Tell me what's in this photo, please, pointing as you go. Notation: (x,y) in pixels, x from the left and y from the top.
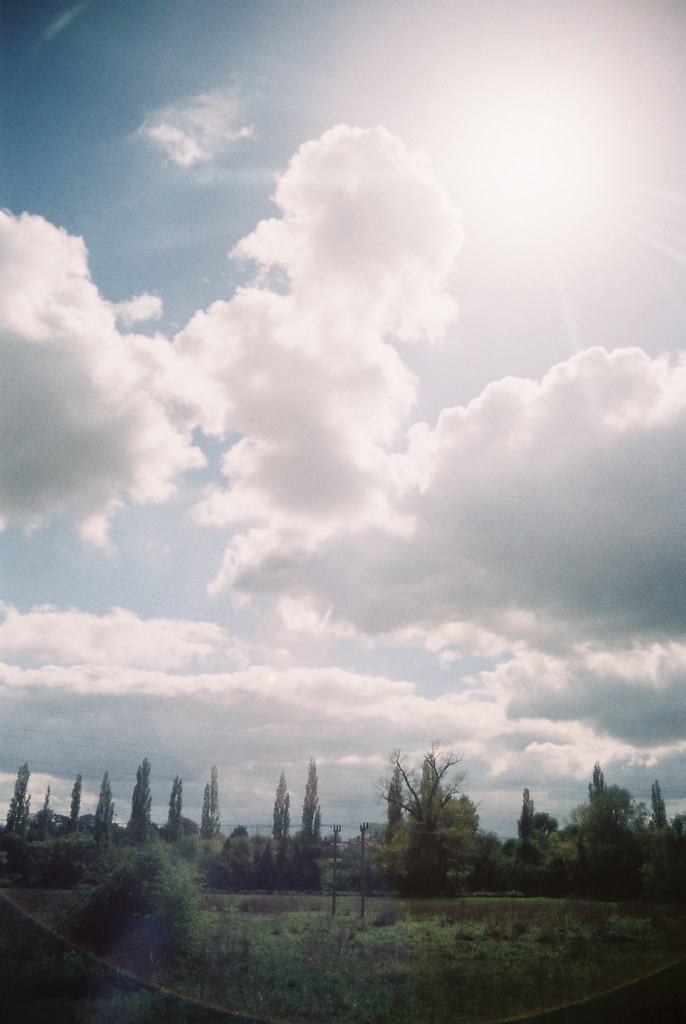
There are plants (551,878), trees (454,881) and grass (387,923) on the ground (377,909). In the background (412,693), there are clouds (448,299) and a sun (555,129) in the sky (266,77).
